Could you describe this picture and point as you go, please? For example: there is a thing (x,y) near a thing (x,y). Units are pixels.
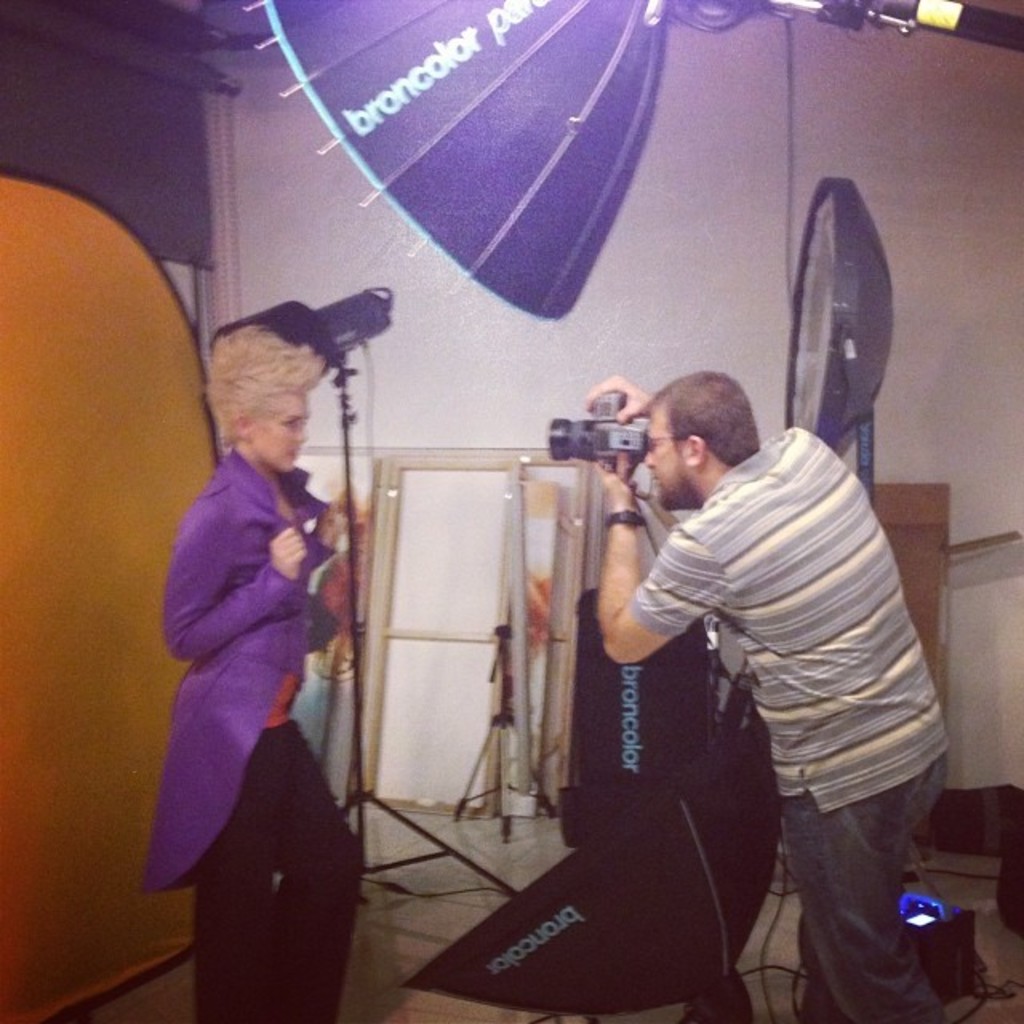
In this image we can see a woman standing and posing for a photo and in front of her there is a person (702,553) holding a camera (619,434) and we can see the camera lights (471,256) and some objects (963,938) on the floor (175,997).
